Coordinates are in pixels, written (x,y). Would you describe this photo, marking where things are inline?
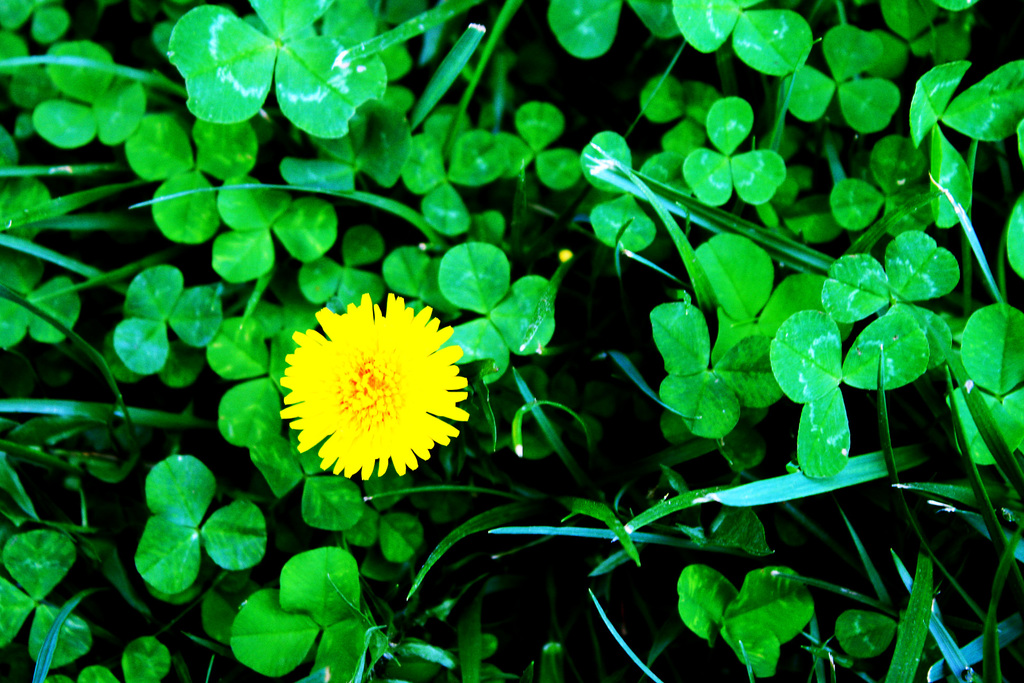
In this image we can see plants (329,84) and a flower (410,381).
